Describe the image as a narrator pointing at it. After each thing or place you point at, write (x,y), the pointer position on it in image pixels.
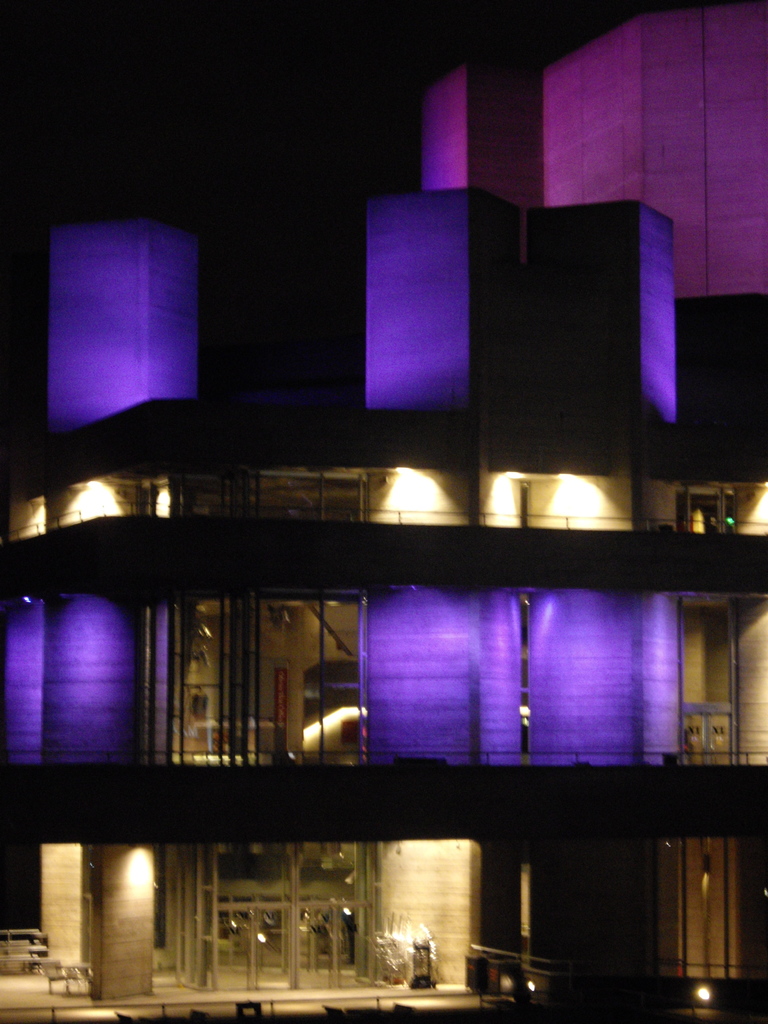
This is the picture of a building (444,680). In this image there is a building (553,667) and there are lights (340,854) inside the building (261,707). At the bottom (46,968) there are tables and chairs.
